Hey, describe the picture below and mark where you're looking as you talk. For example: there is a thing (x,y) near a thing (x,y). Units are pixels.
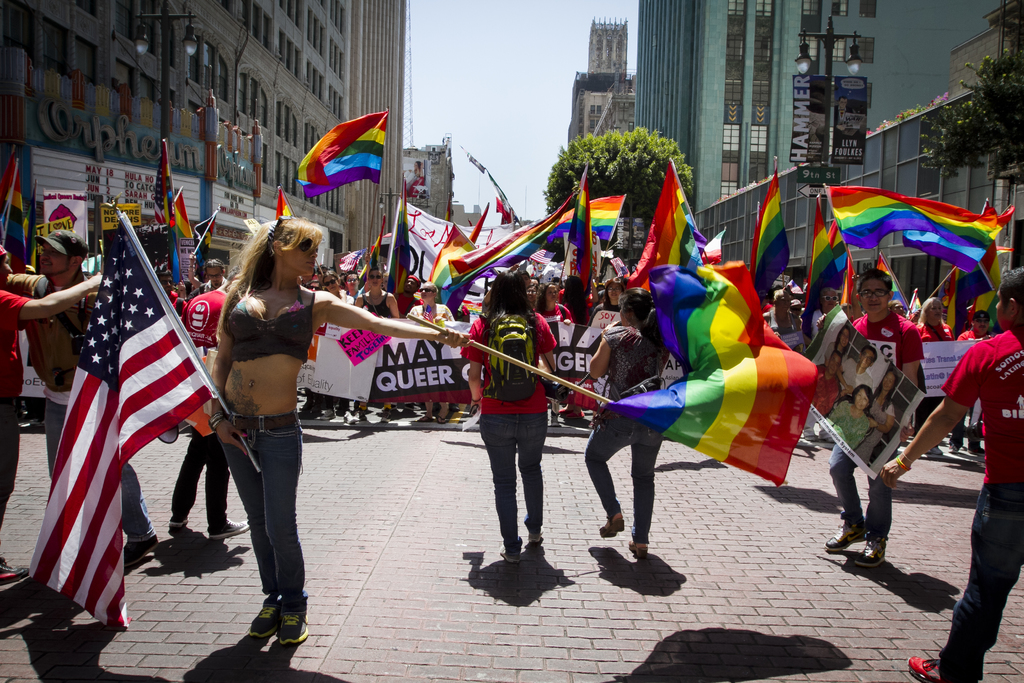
In this image, we can see some people (437,308) standing and they are holding some flags (825,226) and posters (162,262), there are some buildings (318,57) and there is a green tree (576,157), at the top (489,80) there is a sky (486,78).
